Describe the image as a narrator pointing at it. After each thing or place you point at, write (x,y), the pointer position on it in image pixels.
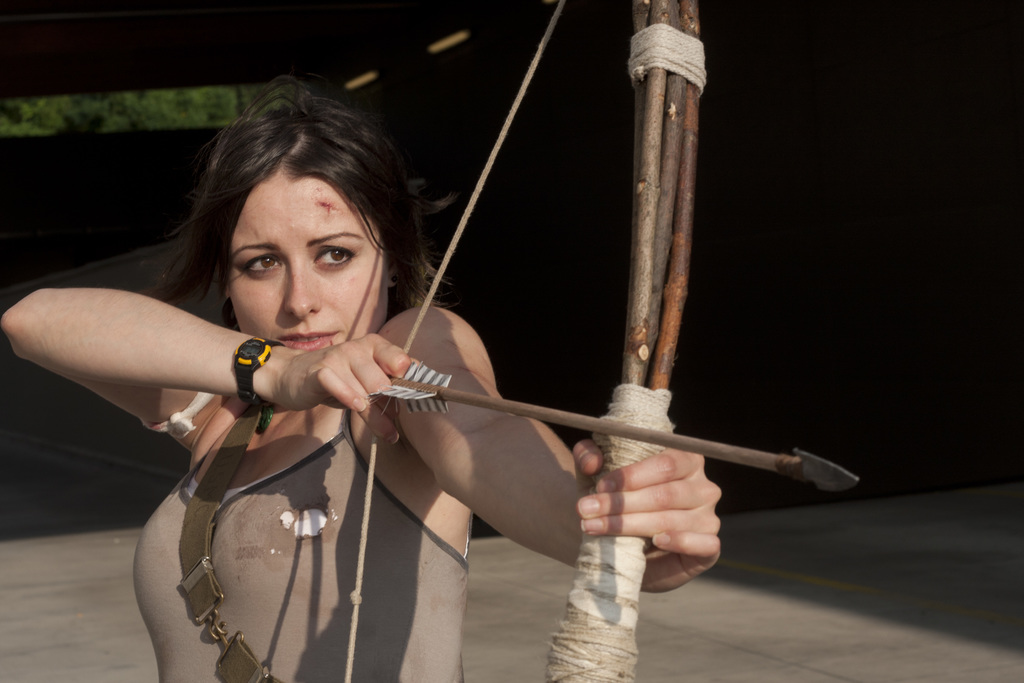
In this image I can see a woman (348,365) wearing watch (246,375), dress (295,587) is standing and holding a bow (585,562) and a arrow (677,443) in her hands (609,501). In the background (548,403) I can see the ground (932,628) and the black background (825,105).
